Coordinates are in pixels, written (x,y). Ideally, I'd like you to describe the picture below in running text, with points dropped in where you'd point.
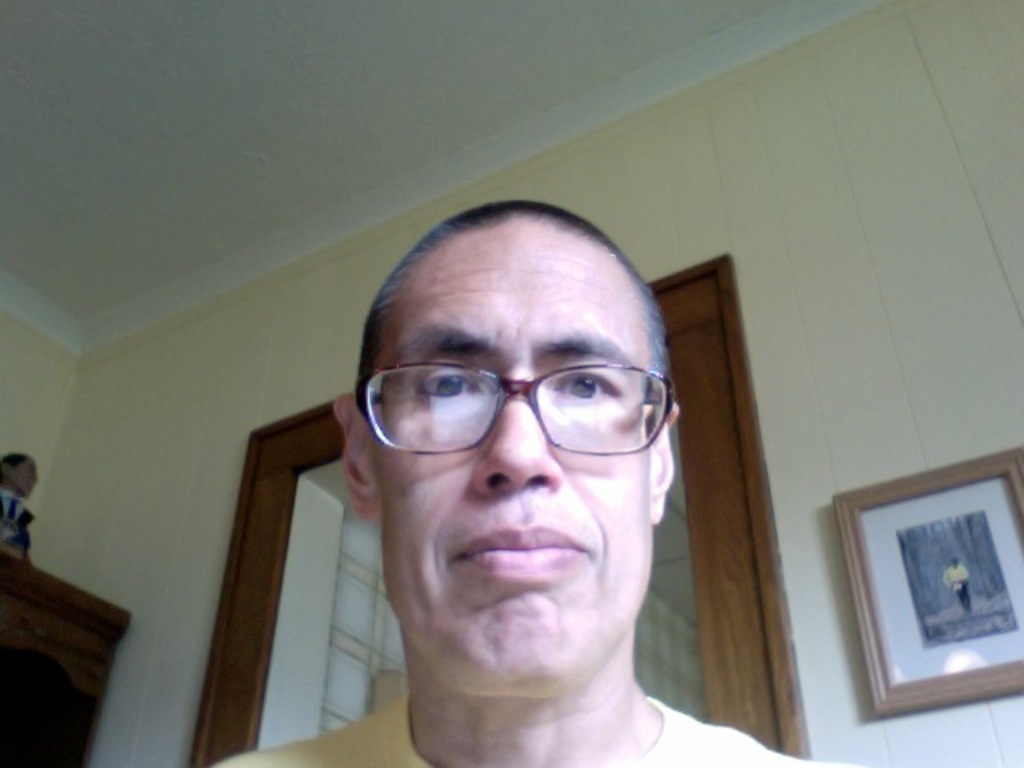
In the image we can see there is a man (485,269) and he is wearing spectacles (447,431). Behind there is photo frame (967,602) on the wall (44,543) and there is toy (24,541) kept on the table (78,636).
